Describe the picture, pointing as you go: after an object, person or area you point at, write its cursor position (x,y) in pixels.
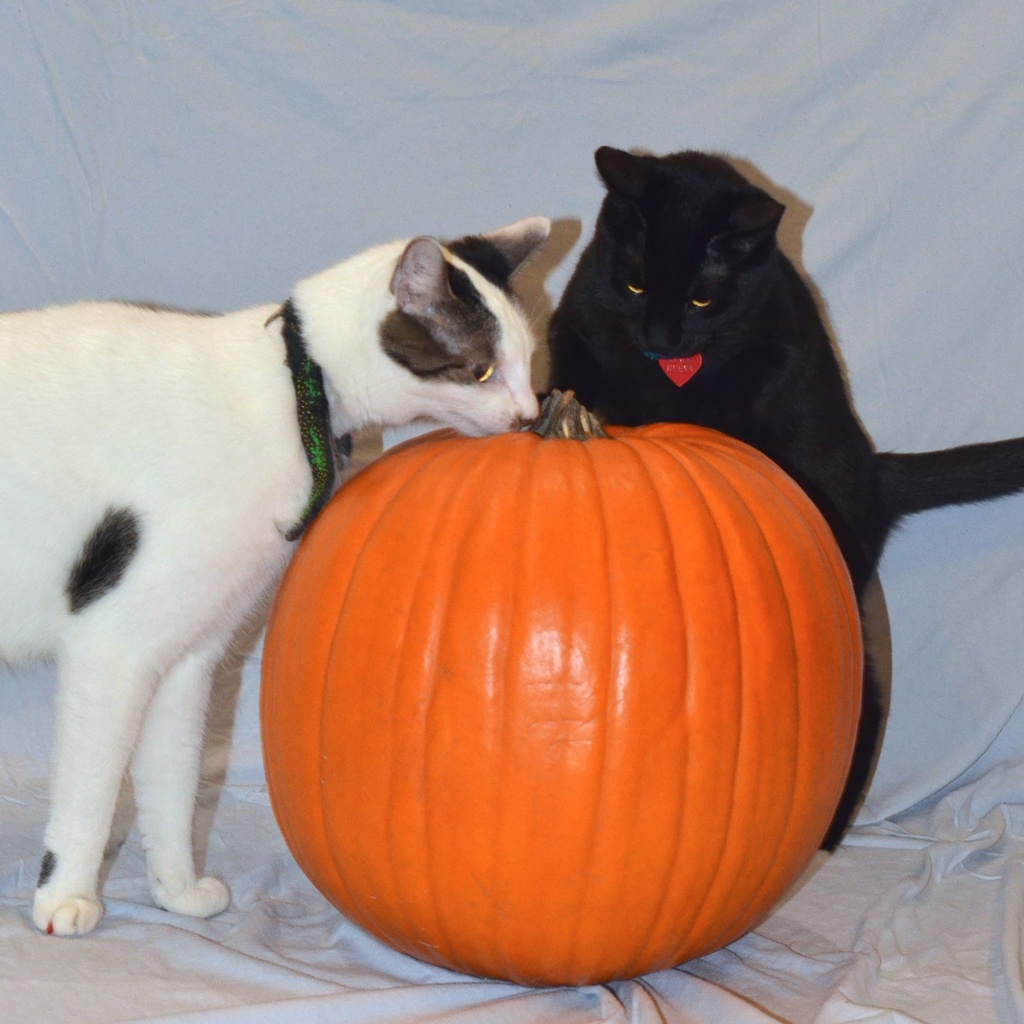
In this image we can see two cats (88,843) and a pumpkin (639,525), in the background (535,153), we can see a curtain (139,285).
